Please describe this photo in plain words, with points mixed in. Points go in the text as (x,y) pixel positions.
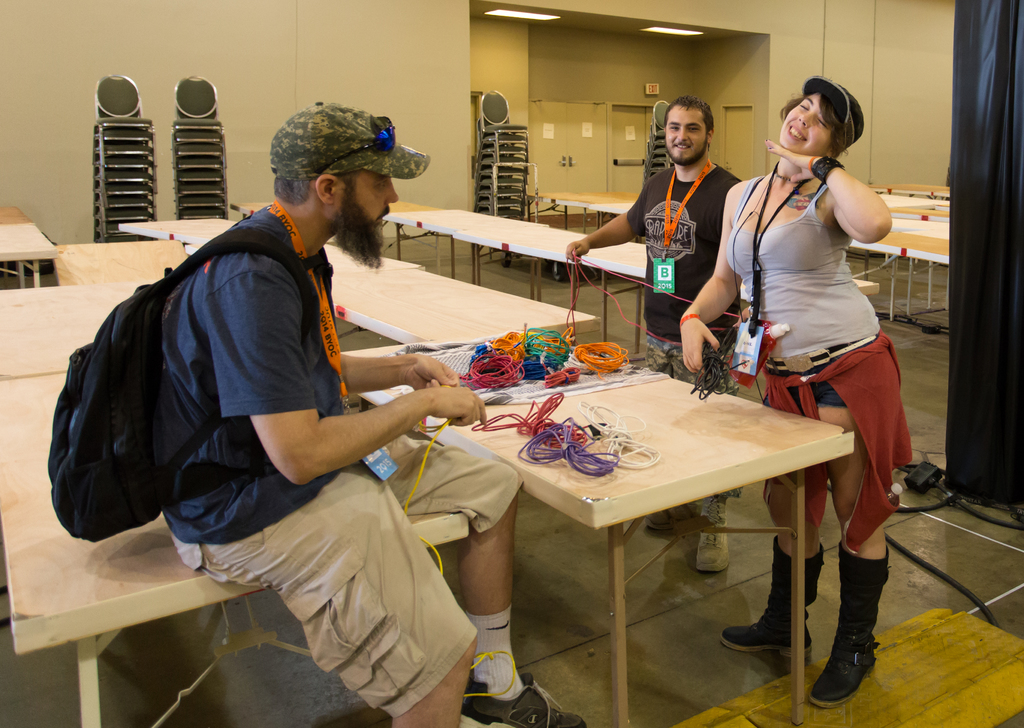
In this image I see 2 men (615,224) and a woman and there are lot of tables (117,260) and chairs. I can also see that these both are smiling and there are few things (642,465) on this table (697,408).
